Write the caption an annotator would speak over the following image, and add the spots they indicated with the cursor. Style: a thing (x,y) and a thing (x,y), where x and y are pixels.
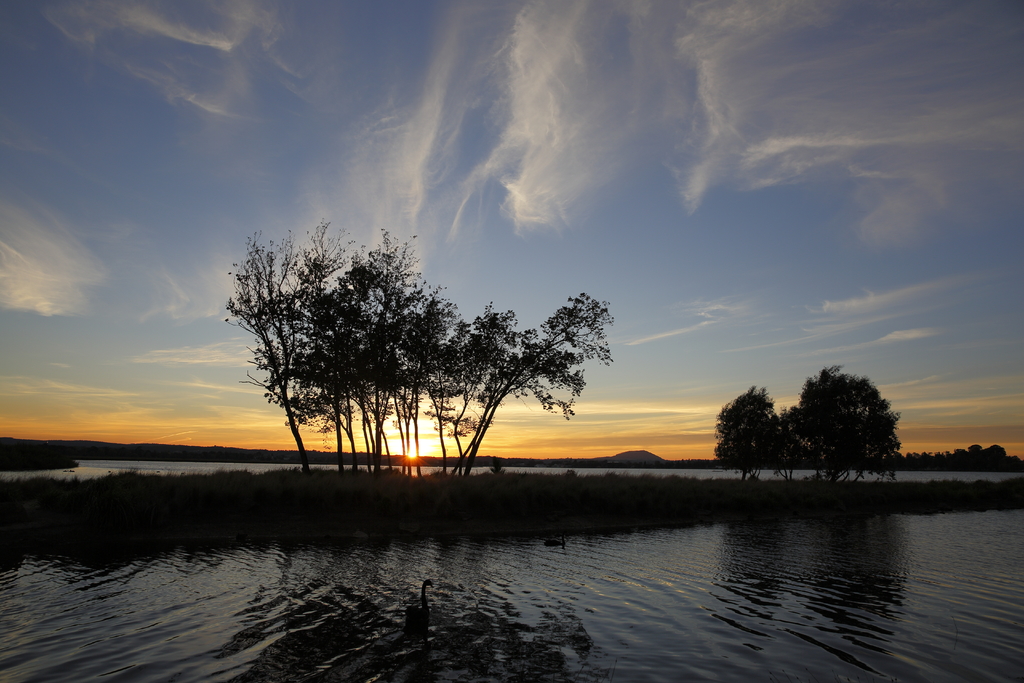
In the picture I can see trees (294,297) and the water (503,650). In the background (541,296) I can see the sky (458,302) and the sun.
